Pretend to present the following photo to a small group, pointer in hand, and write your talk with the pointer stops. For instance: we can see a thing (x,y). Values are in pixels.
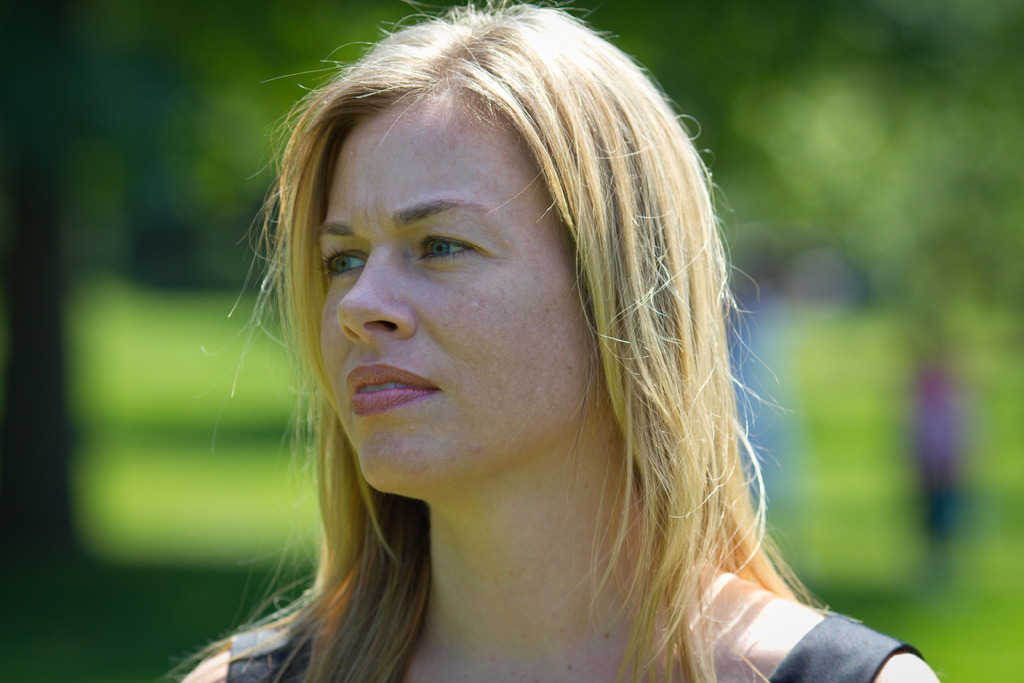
In this picture I can see a woman (322,650) and I can see blurry background (968,441).
